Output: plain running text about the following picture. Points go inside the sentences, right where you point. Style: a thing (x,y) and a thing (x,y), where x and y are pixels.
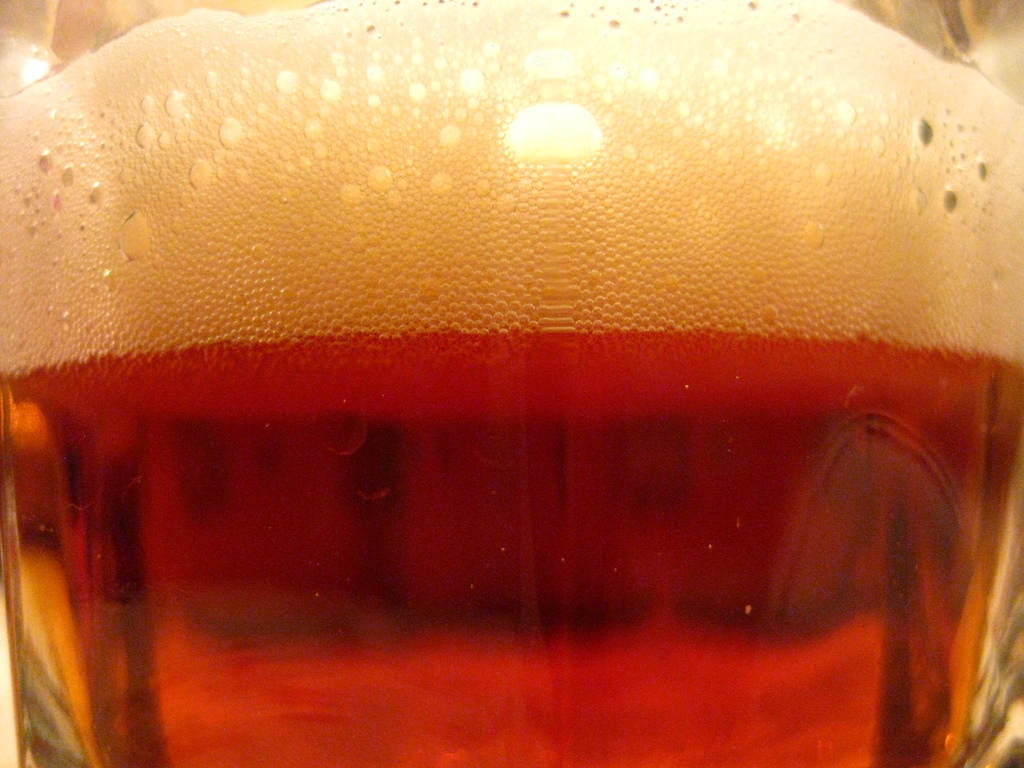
In this image, we can see liquid (541,527) in the glass (914,593).
